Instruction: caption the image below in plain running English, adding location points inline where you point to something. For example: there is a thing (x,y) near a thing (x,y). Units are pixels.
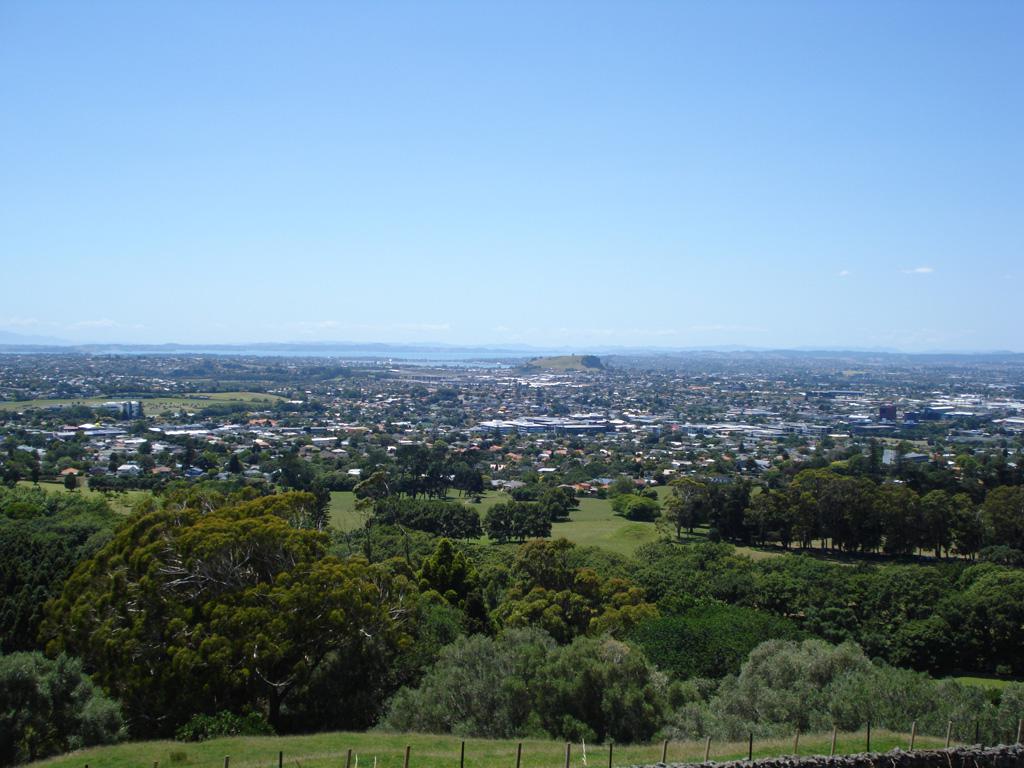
In this image in front (566,765) there are poles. In the background of the image (880,601) there are trees (552,544), buildings (735,410), mountains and sky (534,122).
